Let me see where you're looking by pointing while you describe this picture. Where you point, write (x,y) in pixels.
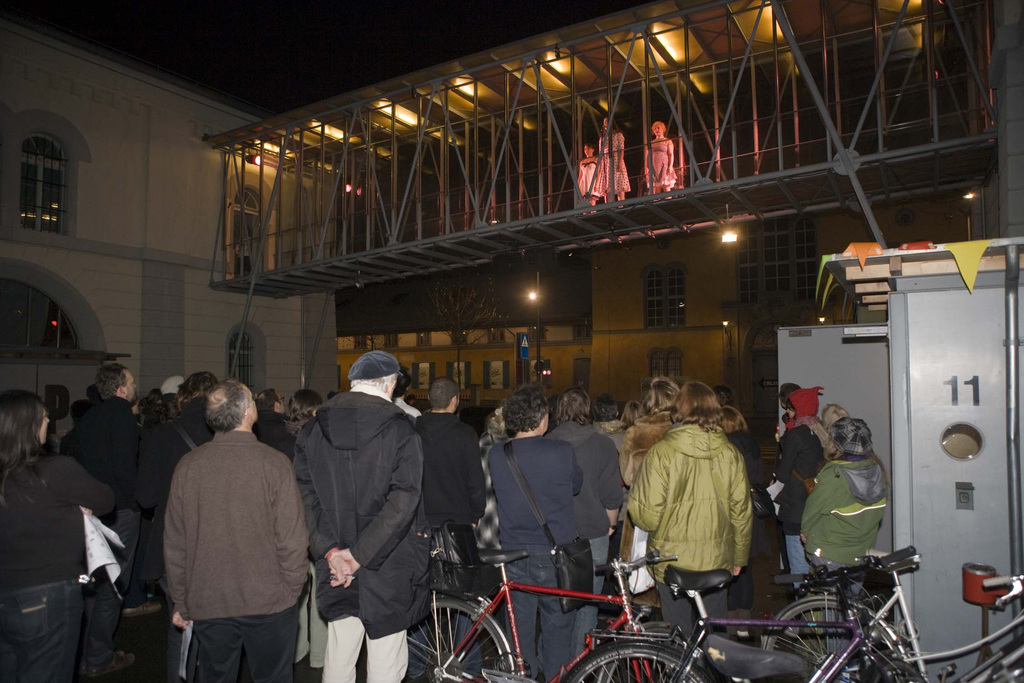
In this image I can see group of people (385,370) standing. There are bicycles (829,659), buildings (625,310), lights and there is a walkway (367,156) between two buildings (218,185). And there are three persons (617,142) standing on the walkway (585,107). There is a tree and there is a dark background (227,34), also there are some other objects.
